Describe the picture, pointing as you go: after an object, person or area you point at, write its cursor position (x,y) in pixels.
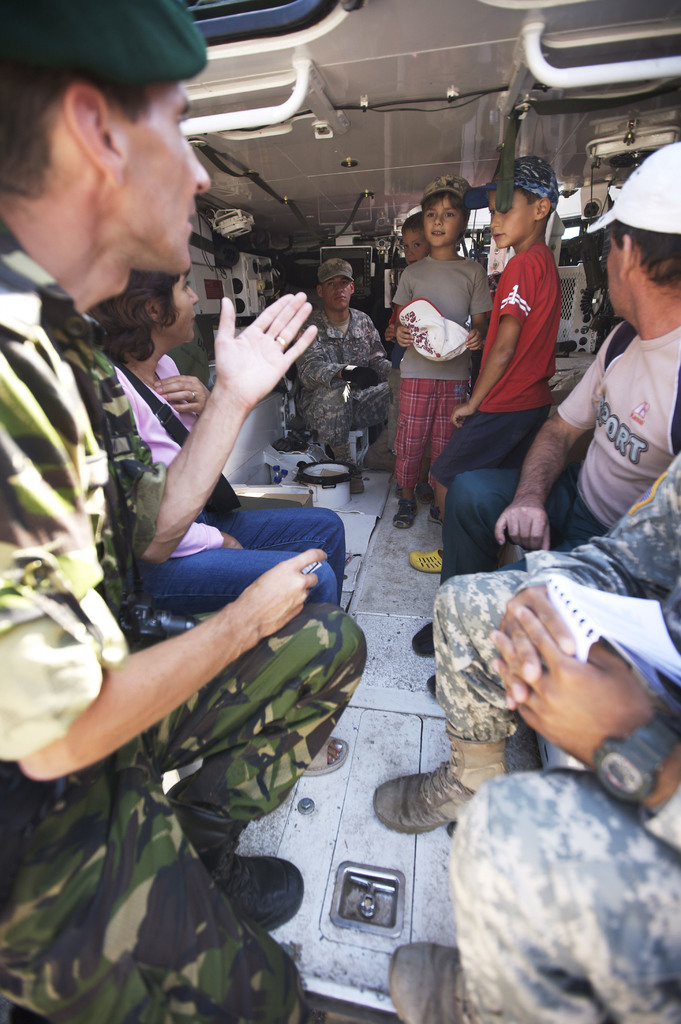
In this image we can see inside view of a vehicle (474,250), in which we can see a group of people (512,818), some persons (469,597) are wearing military uniforms (255,653) and caps (145,39). One person (564,656) is holding papers (585,652) in his hand (591,663). In the background (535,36), we can see a group of poles (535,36), cables (480,94), a bowl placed on the ground (411,889) and some lights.
